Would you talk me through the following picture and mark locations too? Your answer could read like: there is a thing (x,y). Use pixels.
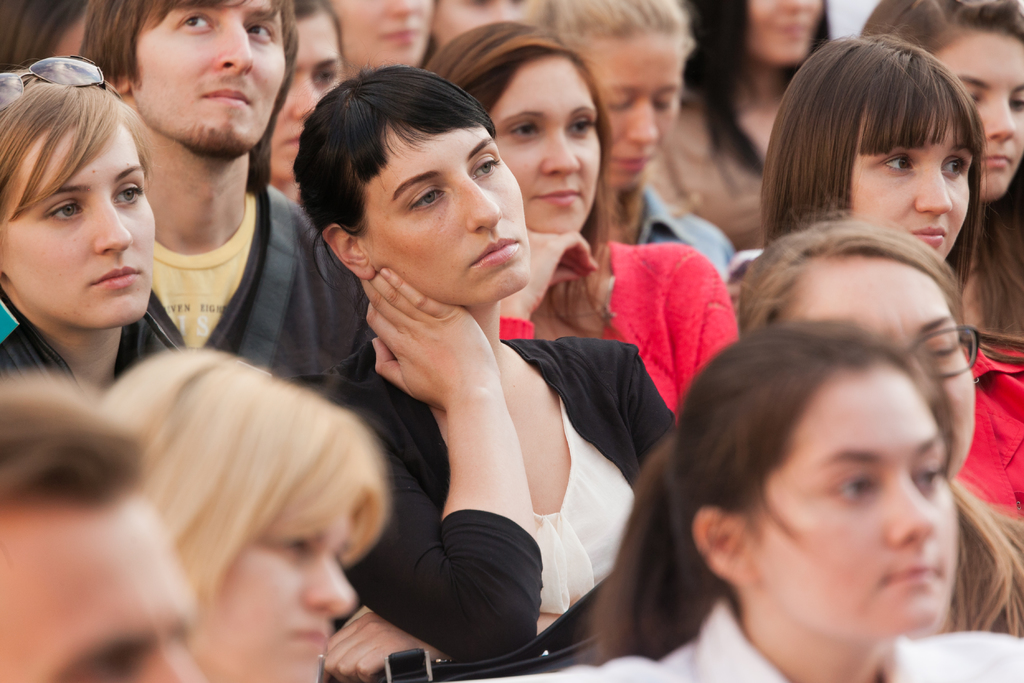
In the middle (398,278) a beautiful woman (405,251) is sitting, she wore a black color dress (453,519), few other women (595,307) are also sitting and observing right side.
